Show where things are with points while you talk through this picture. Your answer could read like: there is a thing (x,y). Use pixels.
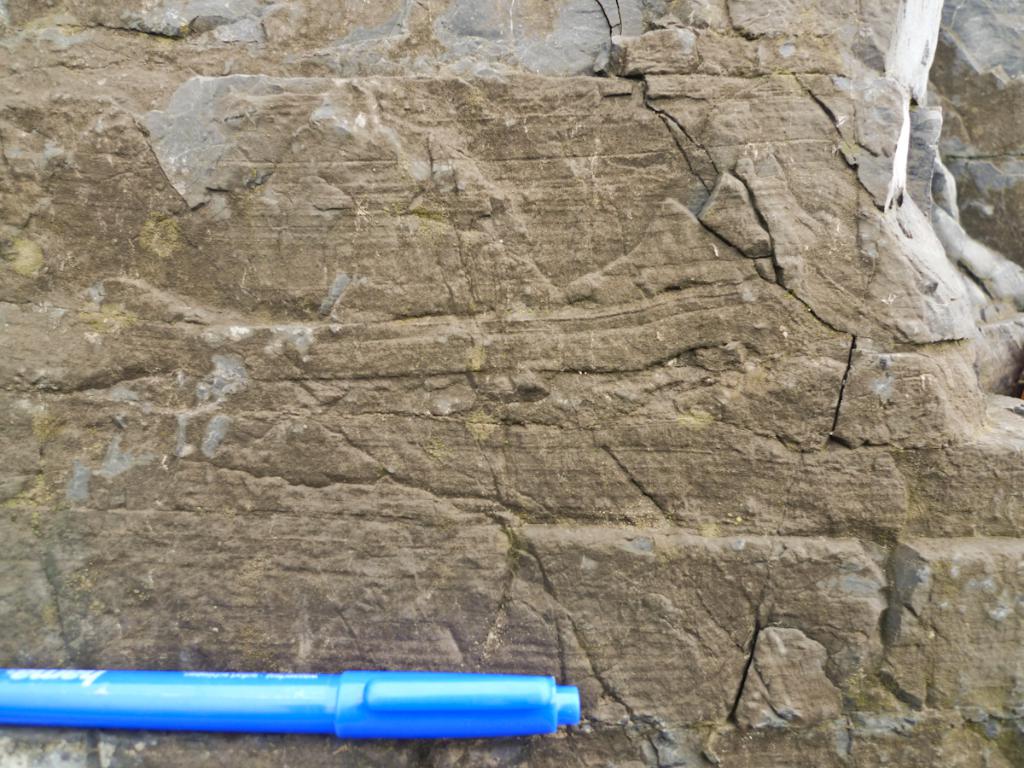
In this picture there is a blue color pen (389,709) on the rock (682,537) and there is a text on the pen (230,692).
